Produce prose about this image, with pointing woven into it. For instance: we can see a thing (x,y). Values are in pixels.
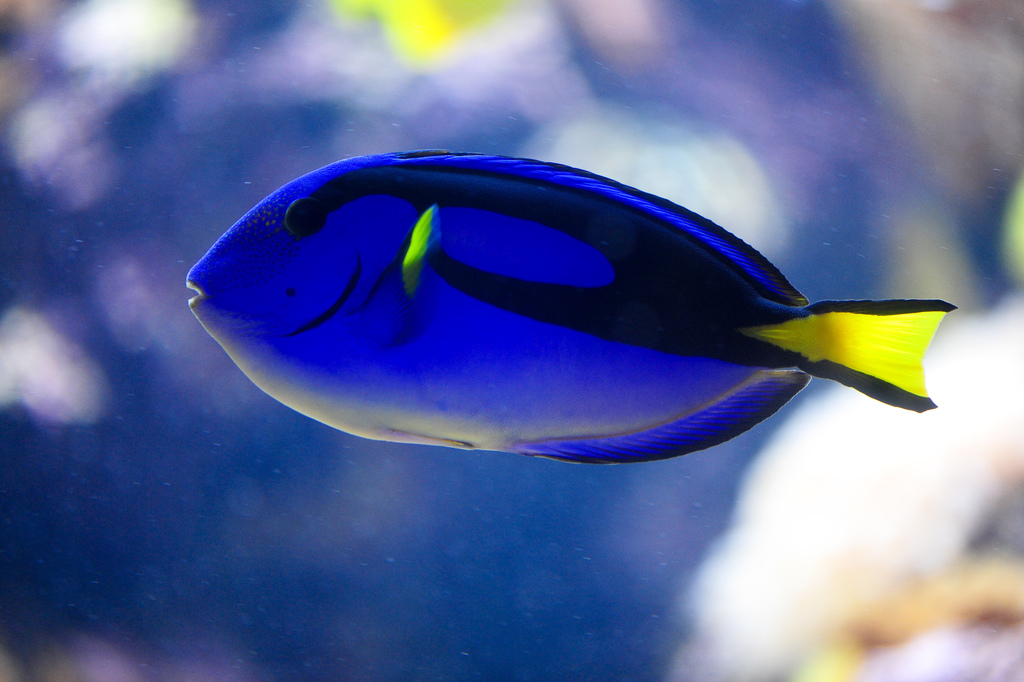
In this image we can see a fish (571,320) in the water (768,221).
